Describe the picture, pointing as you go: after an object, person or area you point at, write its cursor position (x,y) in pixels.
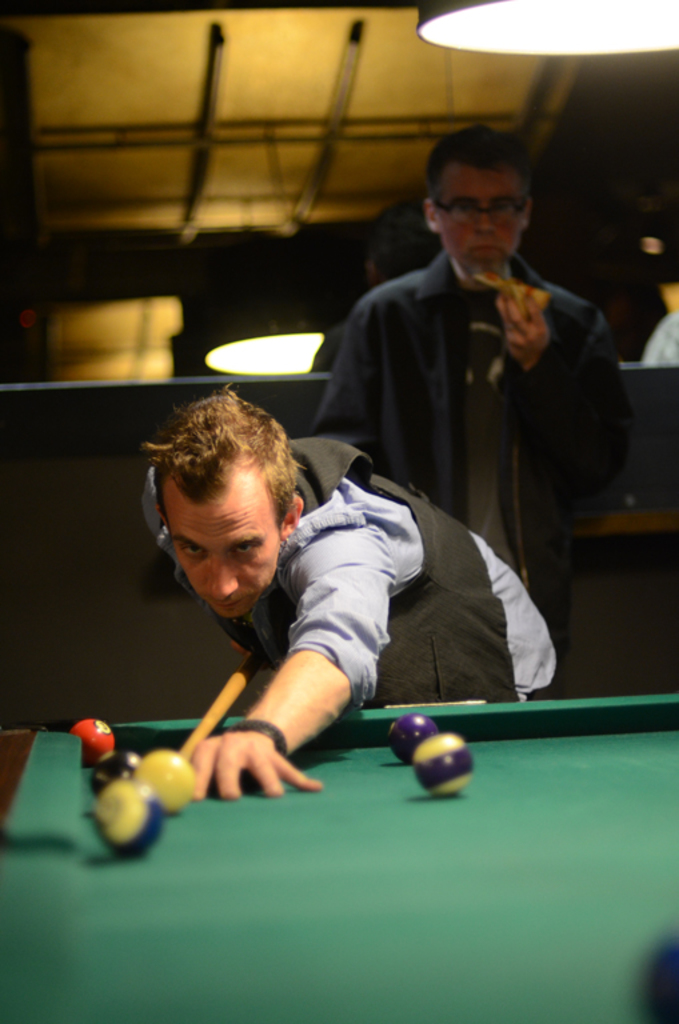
In this image there are two men (221,465), in front (368,624) the man (226,548) is playing snookers board (82,785) and he is seeing the ball (137,829) to hit. The man (471,381) behind is standing and about to eat the food (537,298). At the top (632,15) there is a light (612,15) on the table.
